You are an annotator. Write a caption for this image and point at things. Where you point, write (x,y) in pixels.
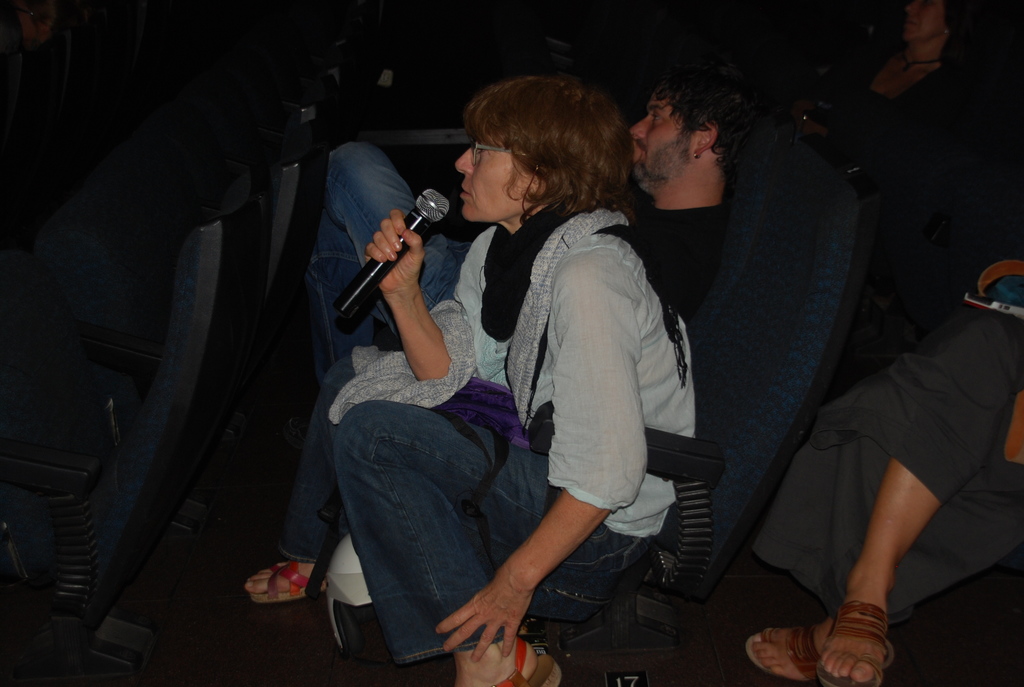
In this image, I can see few people (696,194) sitting on the chairs (737,200). Among them one person (562,515) is holding a mike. On the right side of the image (860,457), I can see the legs (894,481) of a person (882,503). At the bottom of the image (359,627), It looks like a helmet (363,642), which is on the floor (276,643). On the left side of the image (69,533), there are empty chairs (195,211).
